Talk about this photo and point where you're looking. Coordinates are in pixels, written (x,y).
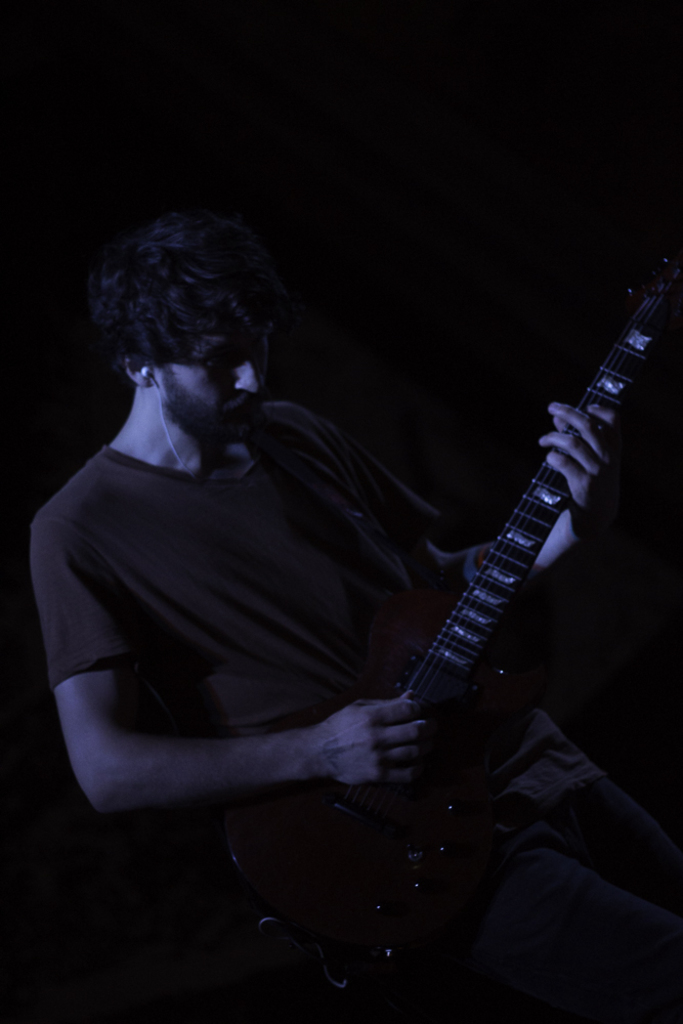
In this picture there is a man (191,405) playing a guitar (254,805). He is wearing t shirt (506,775) and jeans (561,874). There is a ear phone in one ear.
